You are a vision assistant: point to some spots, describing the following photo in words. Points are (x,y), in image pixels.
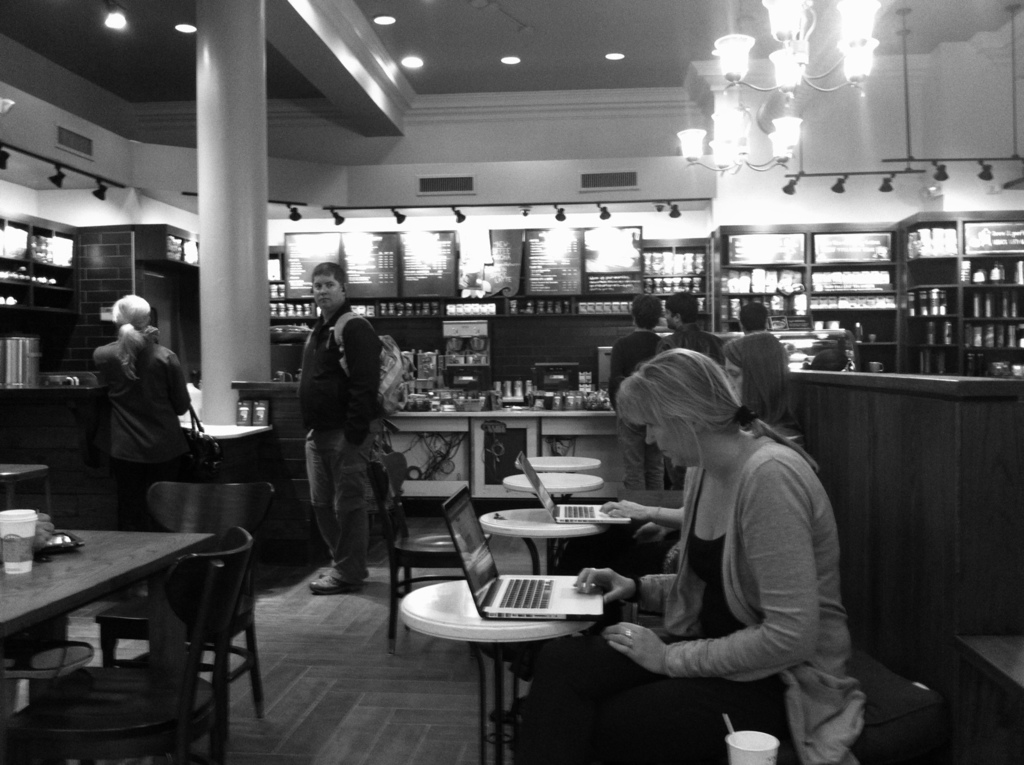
This is the picture of a place (572,437) where we have some tables (550,460) and chairs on which some people (761,505) are sitting and there are some things (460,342) placed on the shelves (704,243) and two lamps (811,35).
